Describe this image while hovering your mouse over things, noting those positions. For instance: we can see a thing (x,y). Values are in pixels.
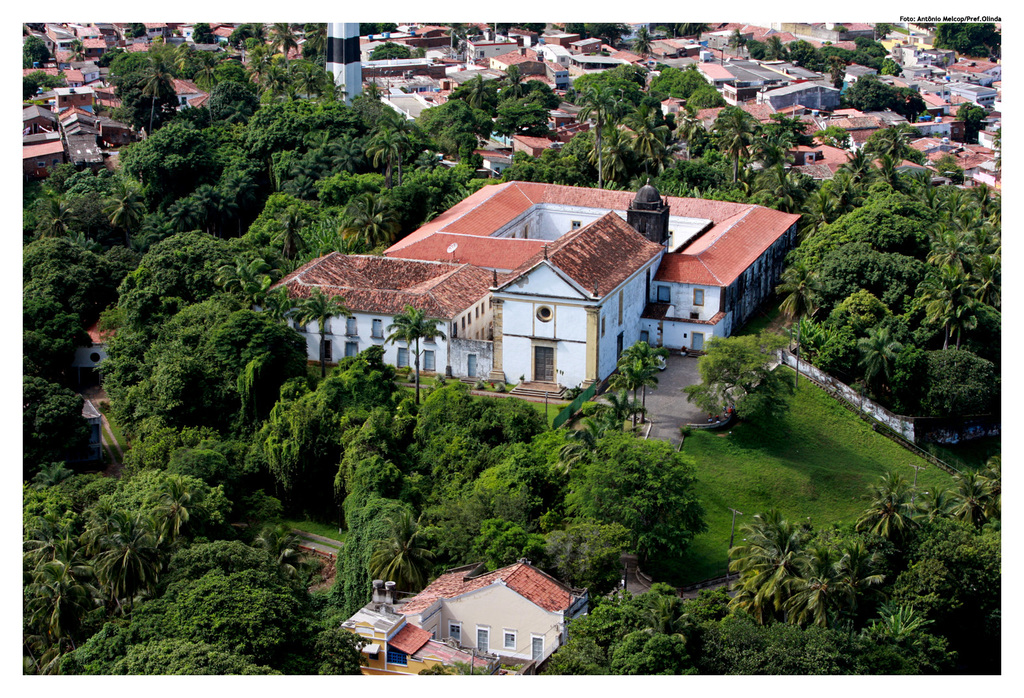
This image is clicked from the top view. There are buildings (520,318), houses (432,81) and trees (235,534) in the image. In the center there is grass (802,472) on the hill (815,471).
